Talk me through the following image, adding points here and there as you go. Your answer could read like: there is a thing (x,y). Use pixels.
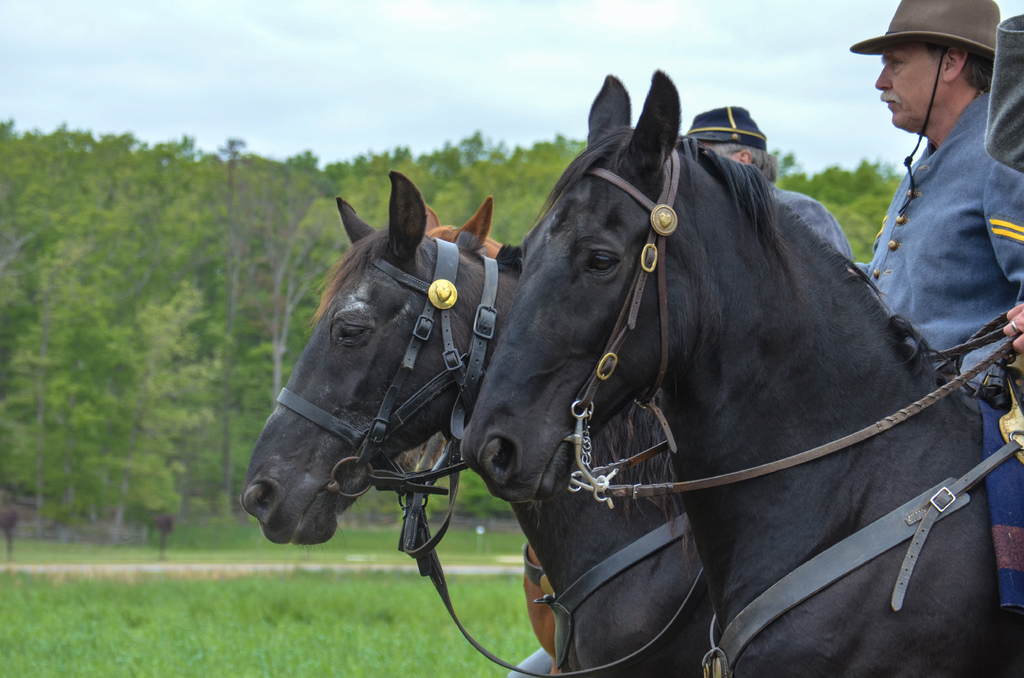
In this image I can see few people (1021,277) are sitting on the black and brown color horses (540,287). I can see few trees (176,246) and the sky (410,71).
